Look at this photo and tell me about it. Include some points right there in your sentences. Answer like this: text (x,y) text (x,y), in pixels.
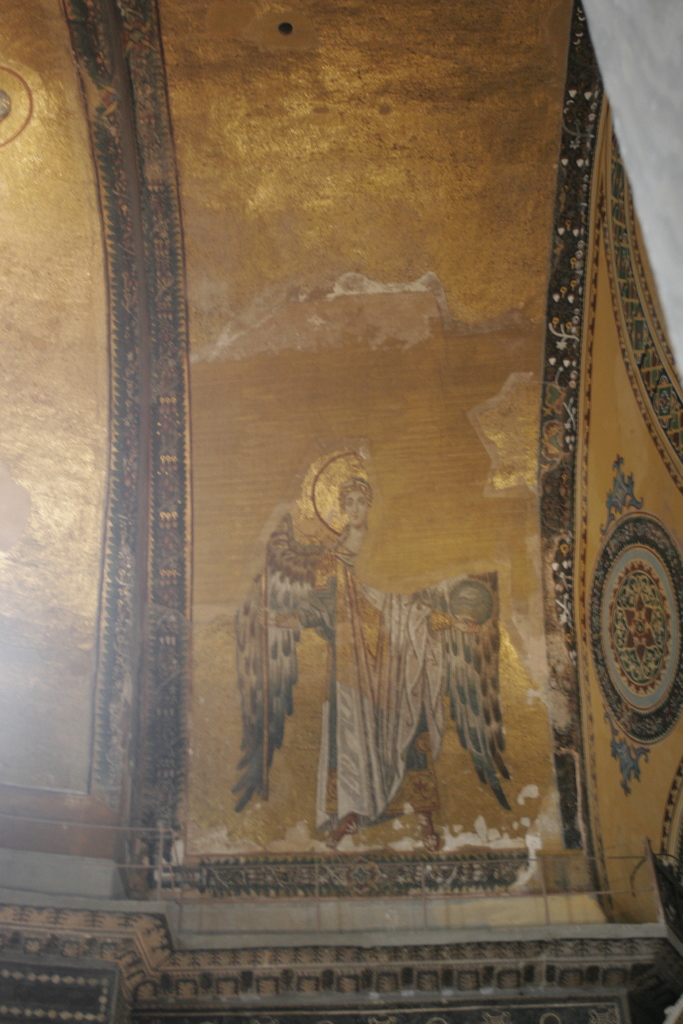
In this image we can see a wall (330,323) with design (464,655) and a white colored object (630,65) on the right side (649,52).
